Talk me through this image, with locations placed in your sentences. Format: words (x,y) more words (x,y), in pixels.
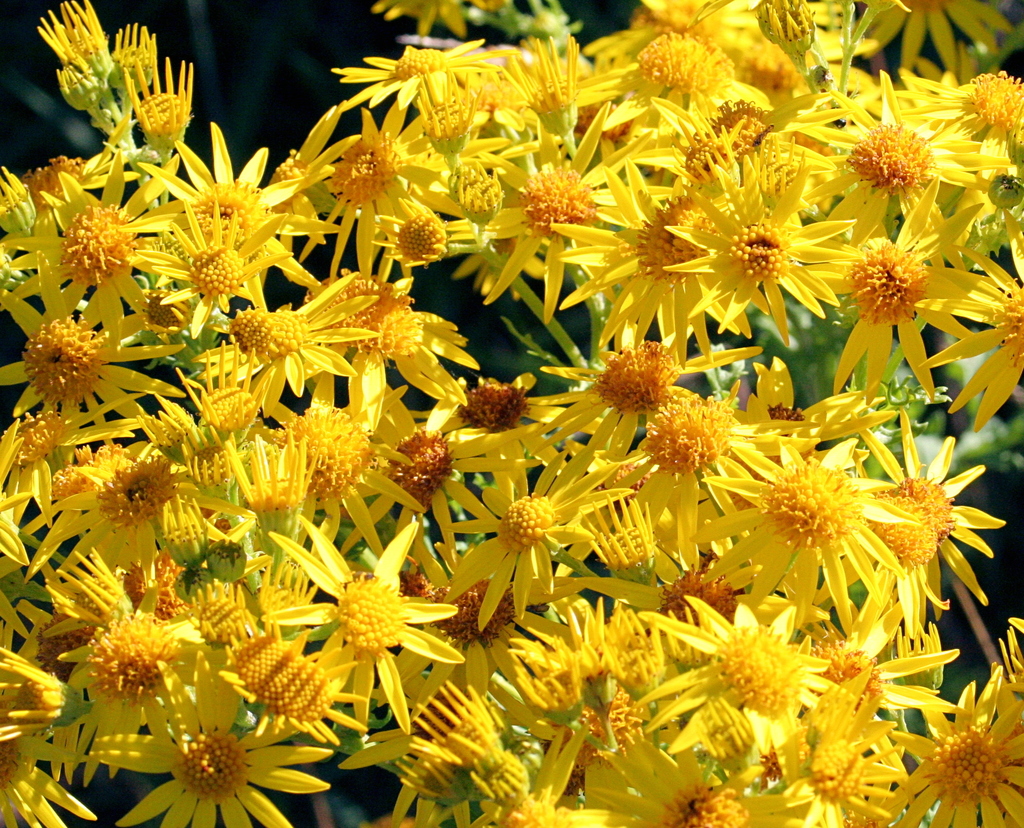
In this picture we can see flowers (419,537). In the background of the image (300,118) it is blurry.
